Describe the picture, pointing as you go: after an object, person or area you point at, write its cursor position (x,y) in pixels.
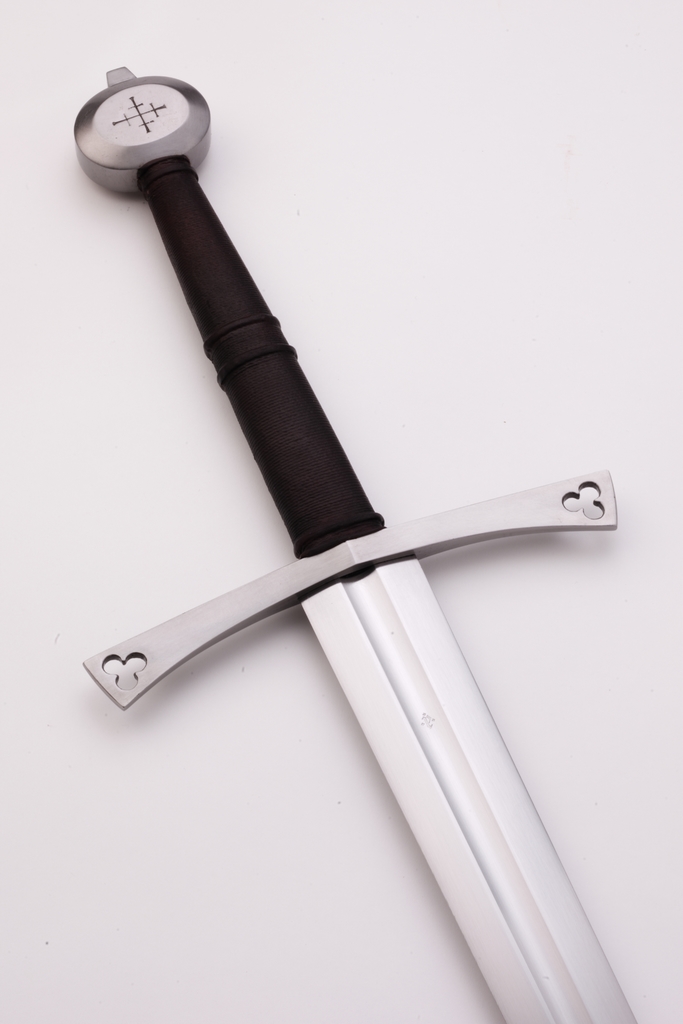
In the center of the image (368,621) we can see a sword (180,111).
